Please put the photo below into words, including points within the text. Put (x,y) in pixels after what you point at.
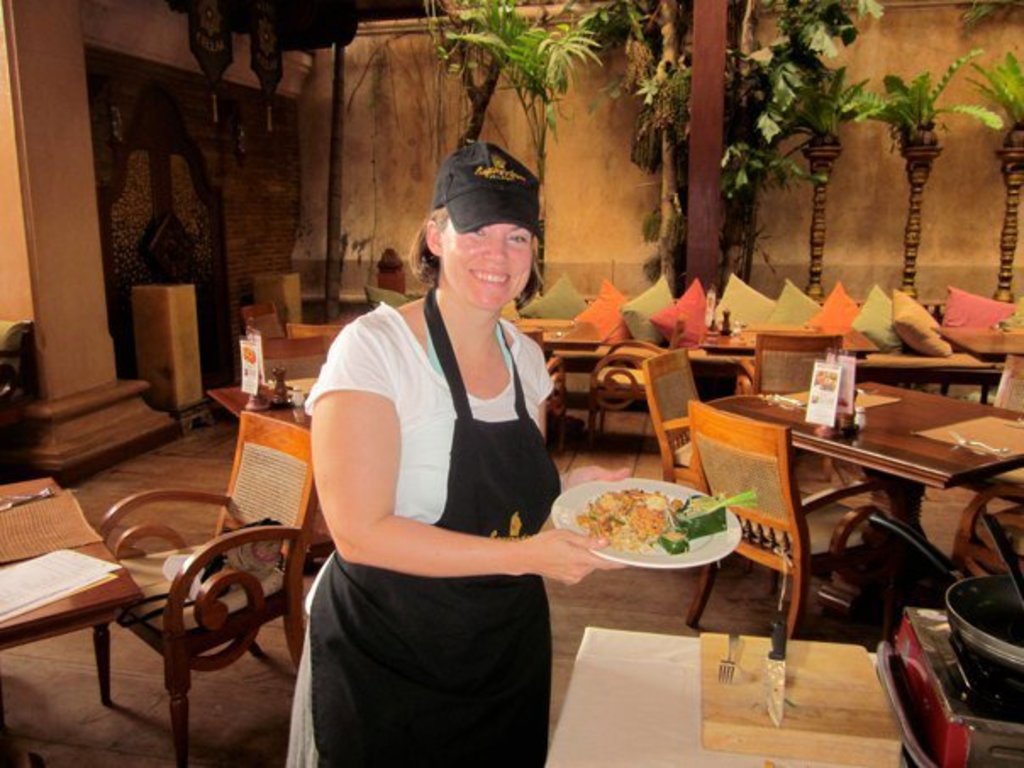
A woman (458,505) is standing holding a plate (643,556) of food (633,532) in her hands (592,543). In the background (232,368) we can see sofas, chairs (701,424), tables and wall (412,294). There is a knife (774,716) and fork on the right (775,689).
